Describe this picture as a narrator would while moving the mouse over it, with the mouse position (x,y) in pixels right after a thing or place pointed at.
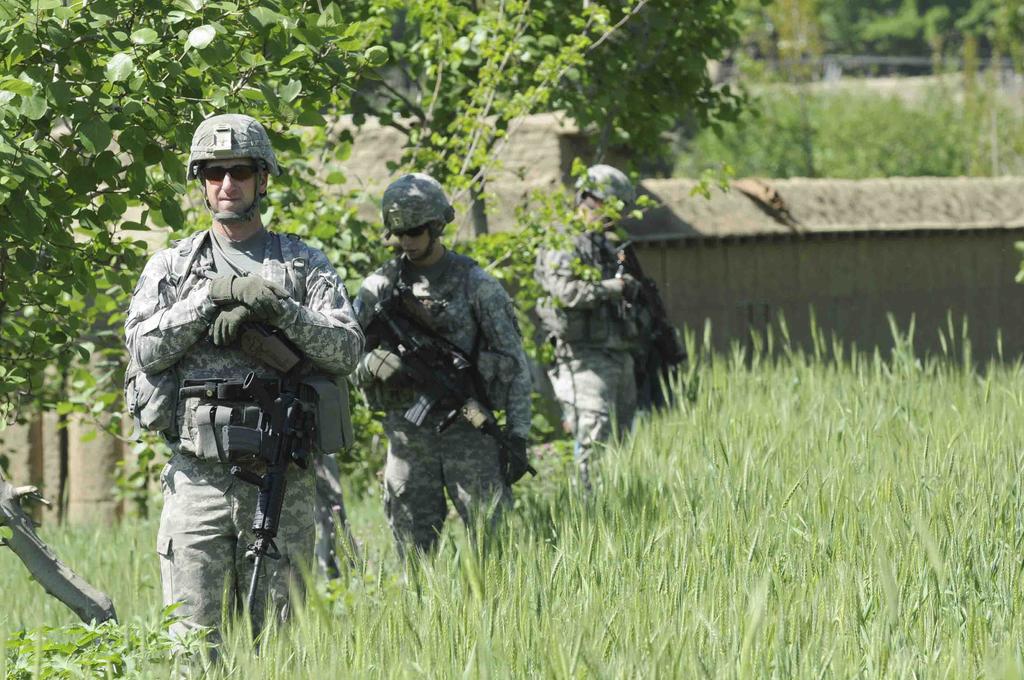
The picture is taken in a field (770,539). In the foreground of the picture (272,421) there are two army soldiers (288,333) and there are plants (557,591) and trees (169,102). The background (660,227) is blurred. In the background (751,138) there are trees (750,157), wall (781,236), soldier (614,261) and grass (749,374). Sky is sunny.
